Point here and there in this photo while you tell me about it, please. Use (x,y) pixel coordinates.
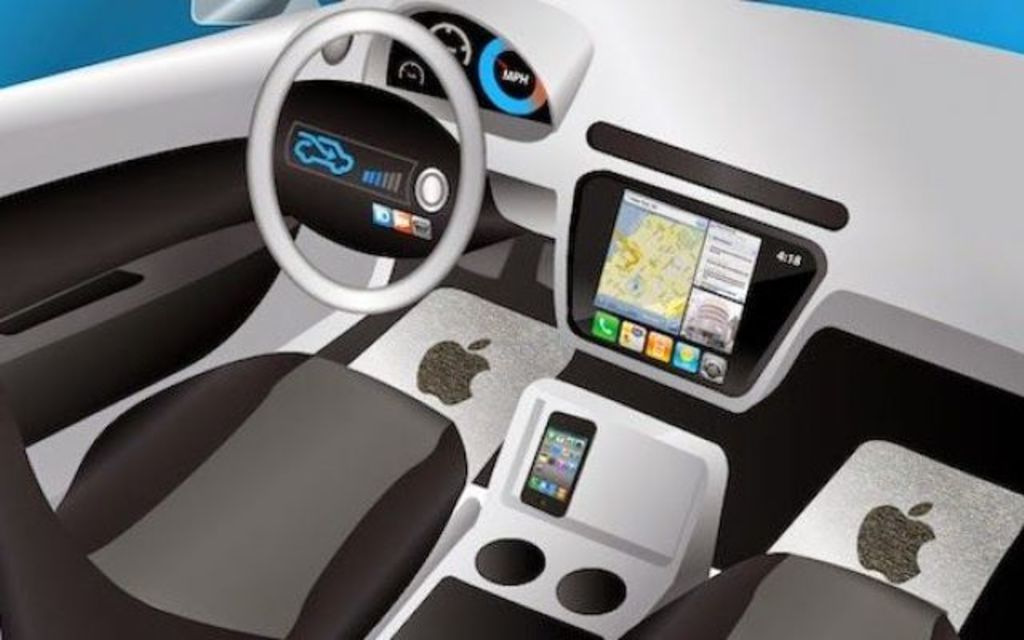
In this picture I can see it looks like an inside part of a car (594,375), on the left side (298,180) there is a steering (401,189). In the middle (647,254) there is an electronic display (735,266), at the bottom (571,473) there is a mobile phone (559,478). It looks like an animation.
